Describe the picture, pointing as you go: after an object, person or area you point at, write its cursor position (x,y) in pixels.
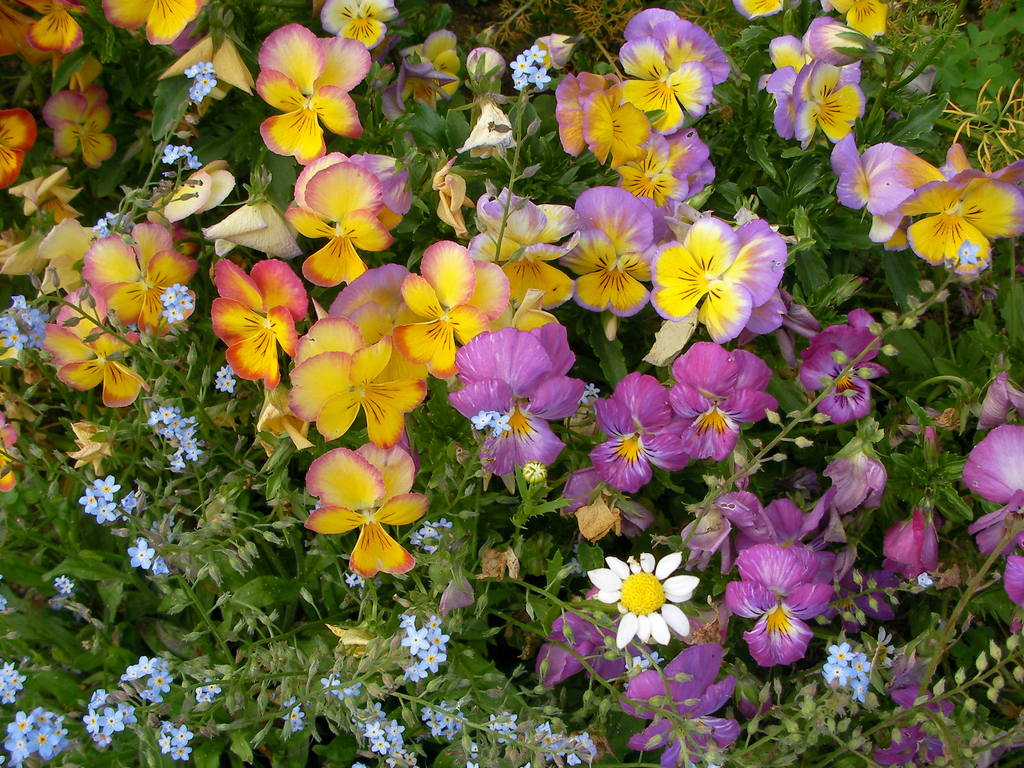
This picture contains plants (450,457) which have flowers (670,406). These flowers (396,359) are in purple, yellow, blue and white color.
